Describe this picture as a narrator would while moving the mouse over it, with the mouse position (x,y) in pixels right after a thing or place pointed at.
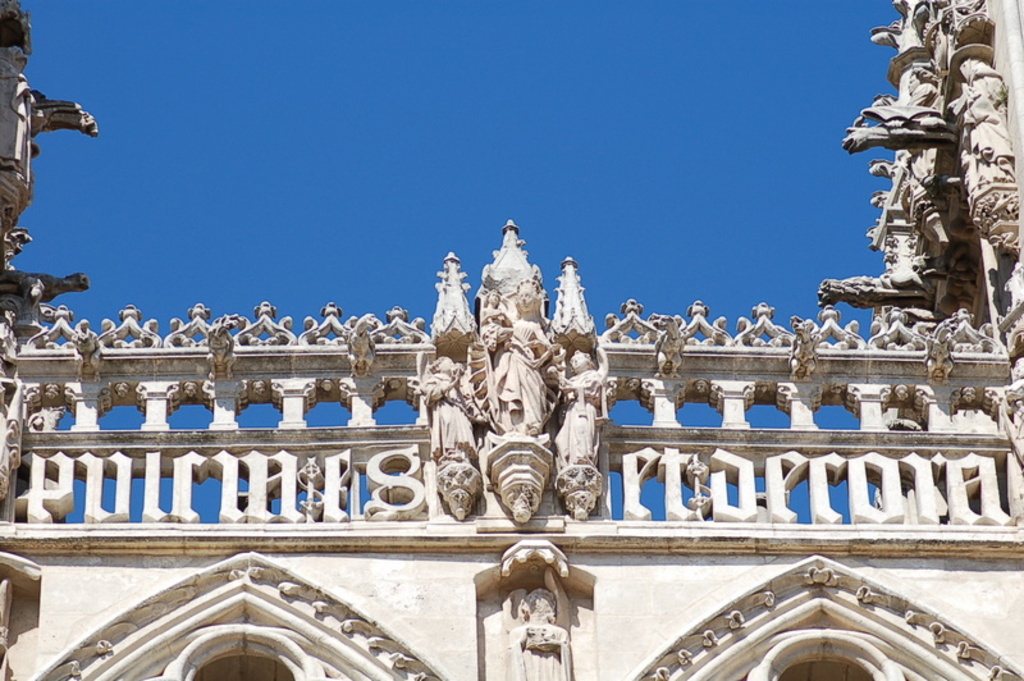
In this image I can see a building (567,501) and few statues (519,386) are on it. It is in cream color. The sky (550,161) is in blue color.
